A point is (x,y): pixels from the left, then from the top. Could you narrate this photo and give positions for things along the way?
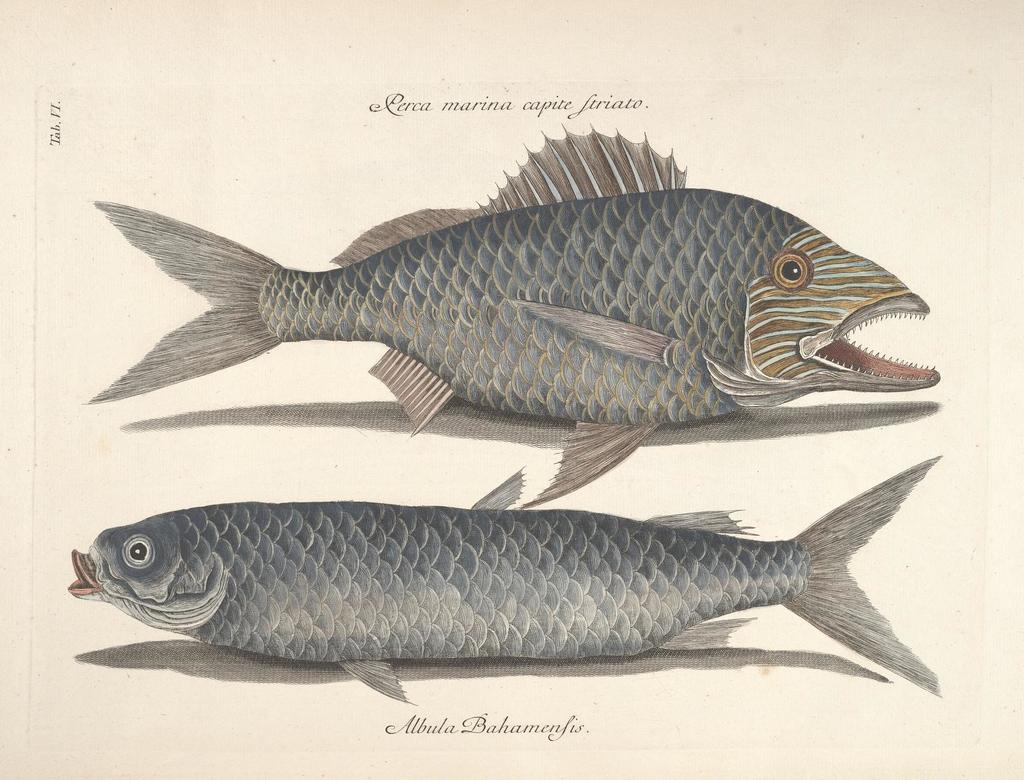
This looks like a paper (579,56). I can see two different types of fishes (668,375). These are the letters (476,109) on the paper (78,132).
